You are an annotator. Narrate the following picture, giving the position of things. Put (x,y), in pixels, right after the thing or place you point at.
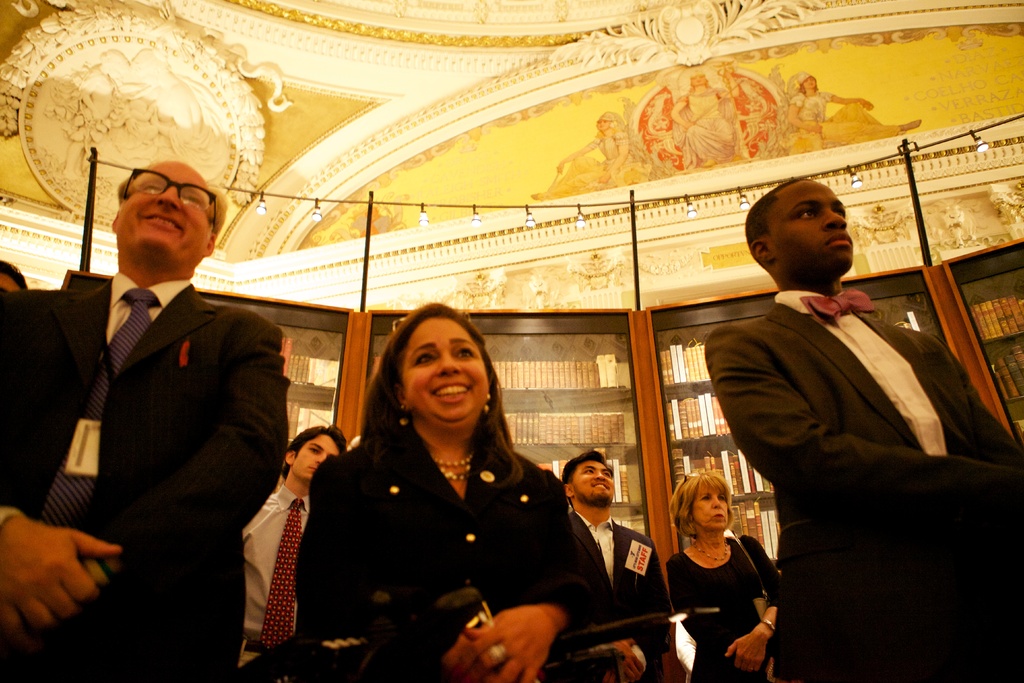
In the foreground of the picture (548,547) I can see three persons (425,348). I can see a woman (568,585) in the middle of the image (452,340) and she is smiling. I can see two men (770,389) wearing a suit (770,389) and a tie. One is on the left side (267,423) and the other one is on the right side (850,431). In the background (616,413), I can see the wooden shelves (966,349) and a few persons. I can see the lighting arrangement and the paintings (734,75) on the roof (894,91).
